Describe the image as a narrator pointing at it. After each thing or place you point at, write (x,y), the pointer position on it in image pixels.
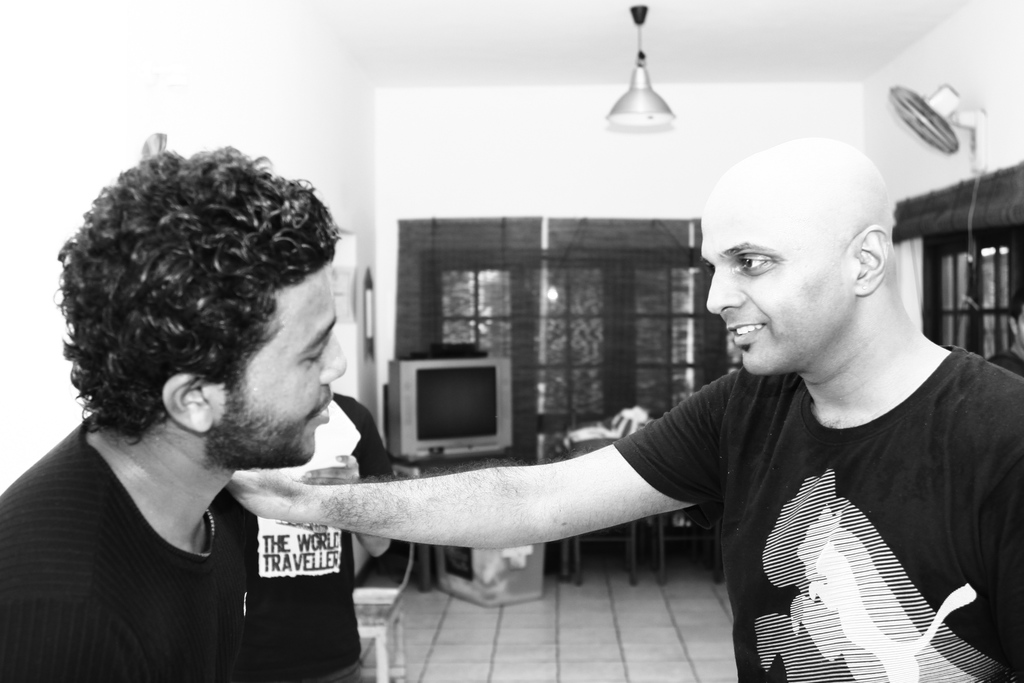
In this image, we can see some people (303,507) standing and there is a television (403,396), we can see windows (1010,289), there is a fan (925,129) and there is a light (657,94) hanging, we can see the walls (393,98).
